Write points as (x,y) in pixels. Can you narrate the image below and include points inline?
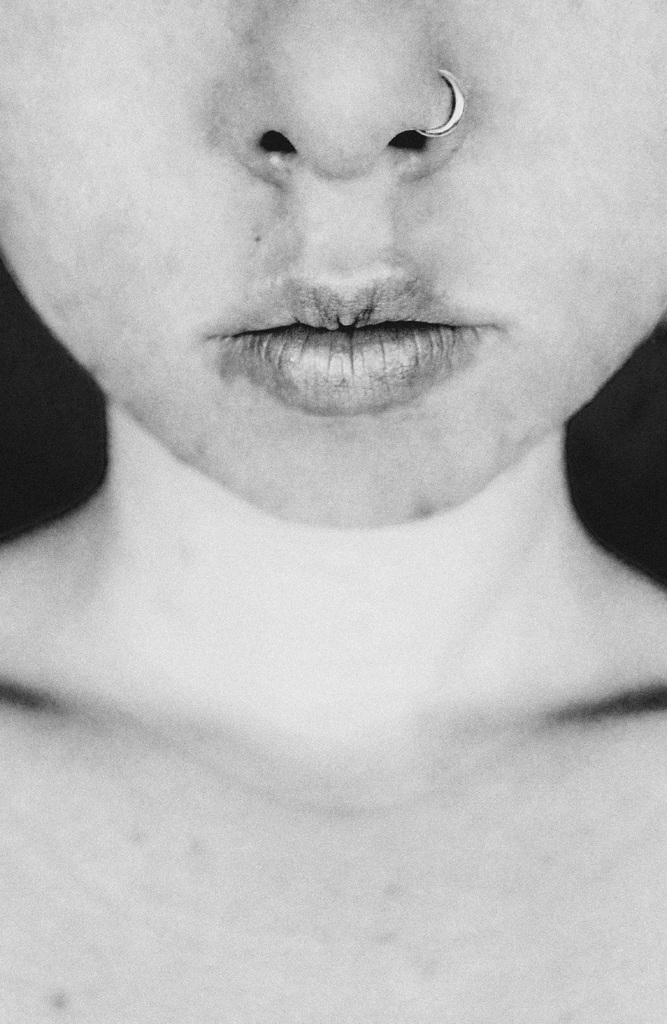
This is a black and white picture. We can see the neck (272,714), nose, lips (286,308), cheeks (103,354) of a person (220,528). Behind the person (140,405), there is the dark background (616,466).
